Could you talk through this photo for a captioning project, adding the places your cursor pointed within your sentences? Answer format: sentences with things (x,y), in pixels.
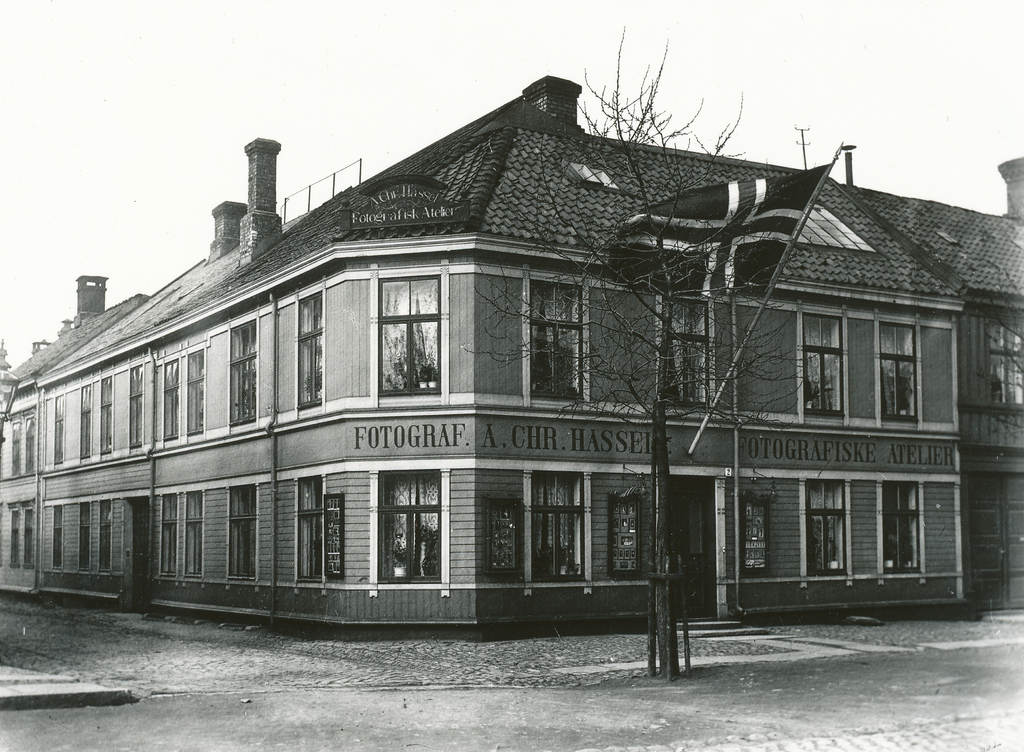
In this image I can see a building (520,444), number of windows (16,533), a tree (632,346), a flag (774,259), a light (2,398) and I can also see something is written at few places. I can also see this image is black and white in colour.
